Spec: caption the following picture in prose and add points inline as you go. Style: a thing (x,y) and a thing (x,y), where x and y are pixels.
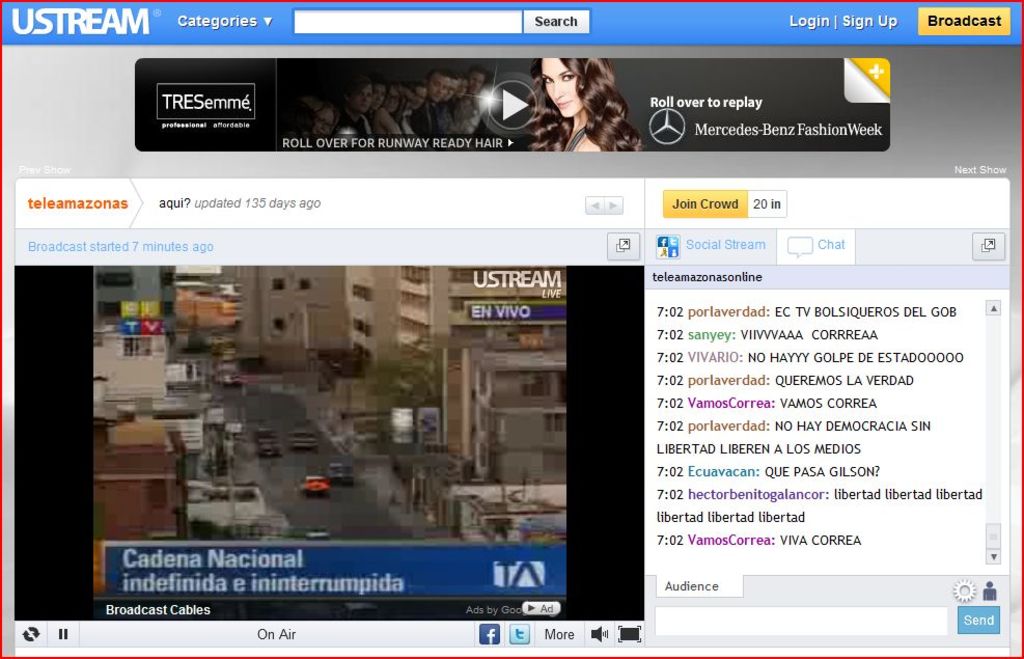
This is a web page. On this page we can see vehicles (321,480) on the road (291,464), buildings (146,399), trees (391,380), some people (605,117), symbols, some objects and some text (699,317).
